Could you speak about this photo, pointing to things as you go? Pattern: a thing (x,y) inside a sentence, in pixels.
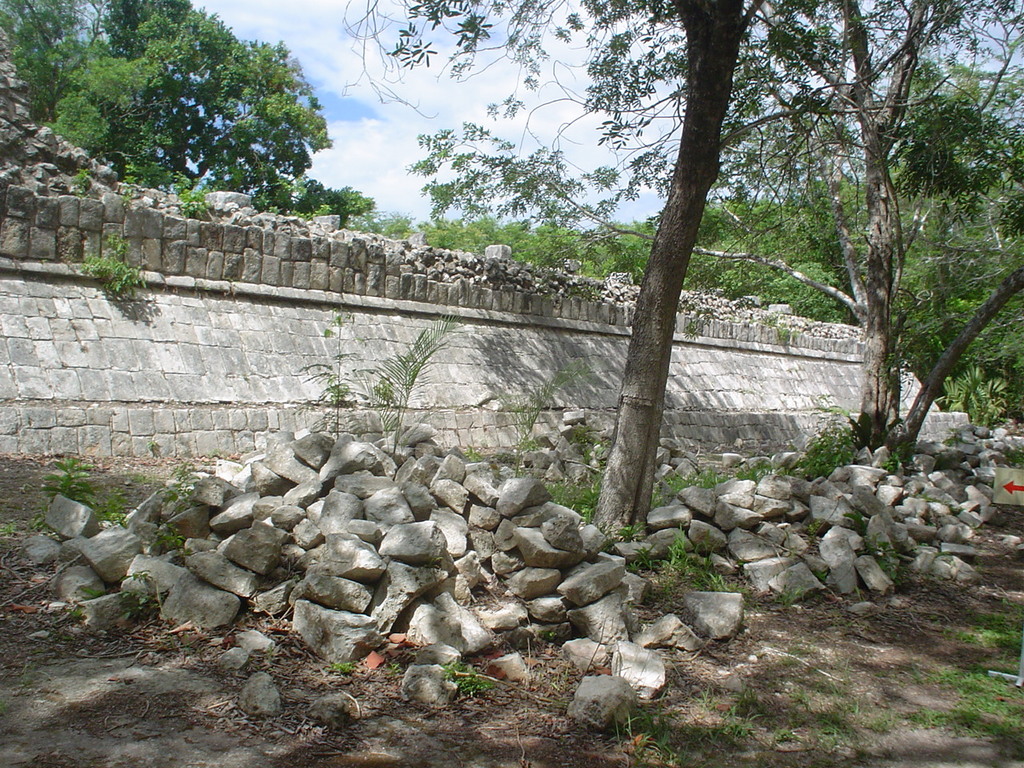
In the image there are trees (876,331) in the front (606,592) with rocks (453,525) on either side of it, in the back (163,273) there is a wall (135,338) with many trees (209,152) behind it and above its sky (352,104) with clouds (328,39).
